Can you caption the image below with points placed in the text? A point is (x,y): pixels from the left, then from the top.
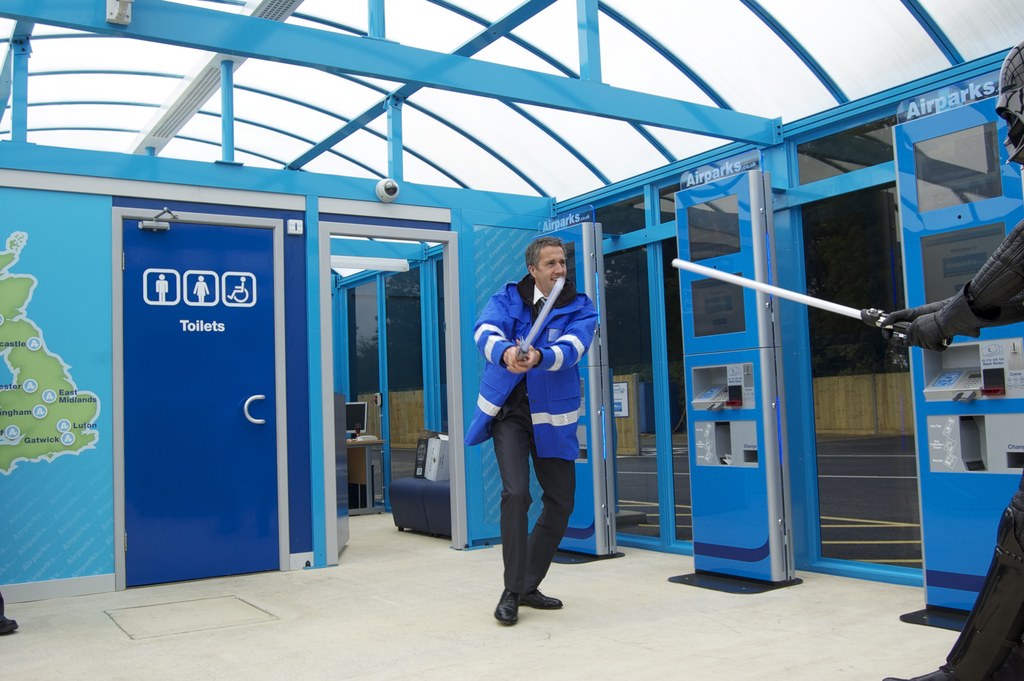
In this picture there are two people (557,379) standing and holding the objects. At the back (29,429) there is a computer (354,424) on the table (359,457) and there are objects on the chair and there is text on the wall (321,421) and there is a cc camera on the wall (408,200). At the top (509,80) there is a roof (515,80). At the bottom (463,671) there is a floor (613,655). On the right side of the image (883,409) there are trees (675,317) and there is a wooden railing (889,395).
